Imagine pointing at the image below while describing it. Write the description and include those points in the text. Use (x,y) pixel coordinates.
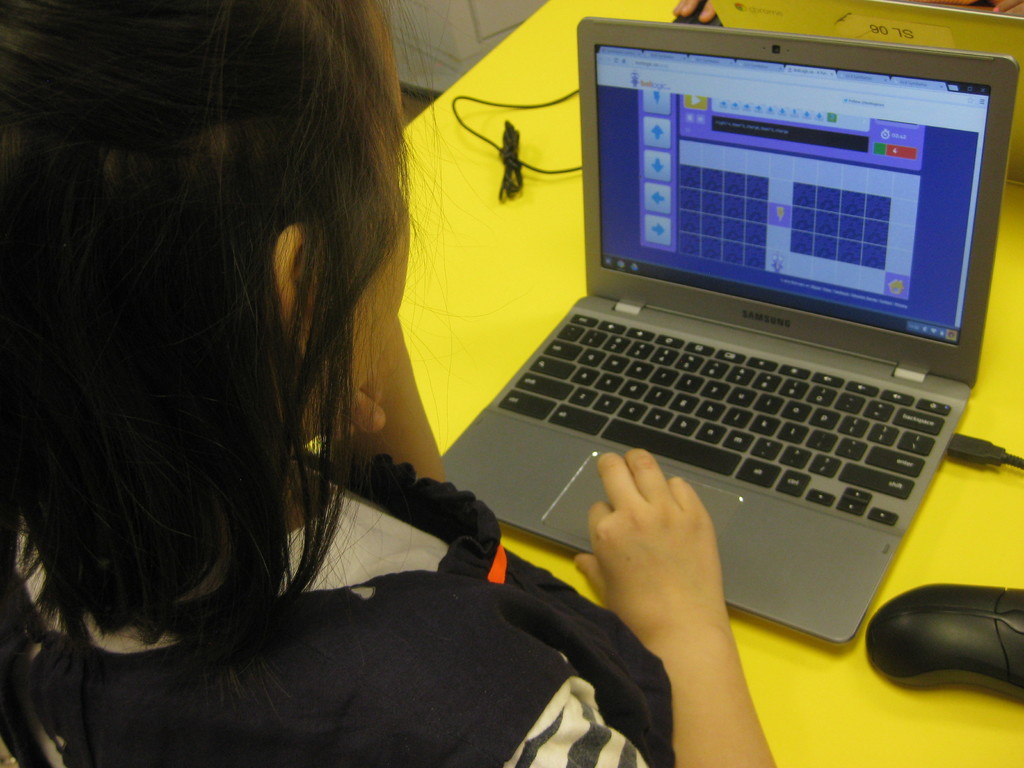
In this image, we can see a person (345,532). Here there is a yellow table (475,346). Here we can see two laptops (880,309), mouses (970,643) and wires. Top of the image (684,219), there is a screen (819,221).
